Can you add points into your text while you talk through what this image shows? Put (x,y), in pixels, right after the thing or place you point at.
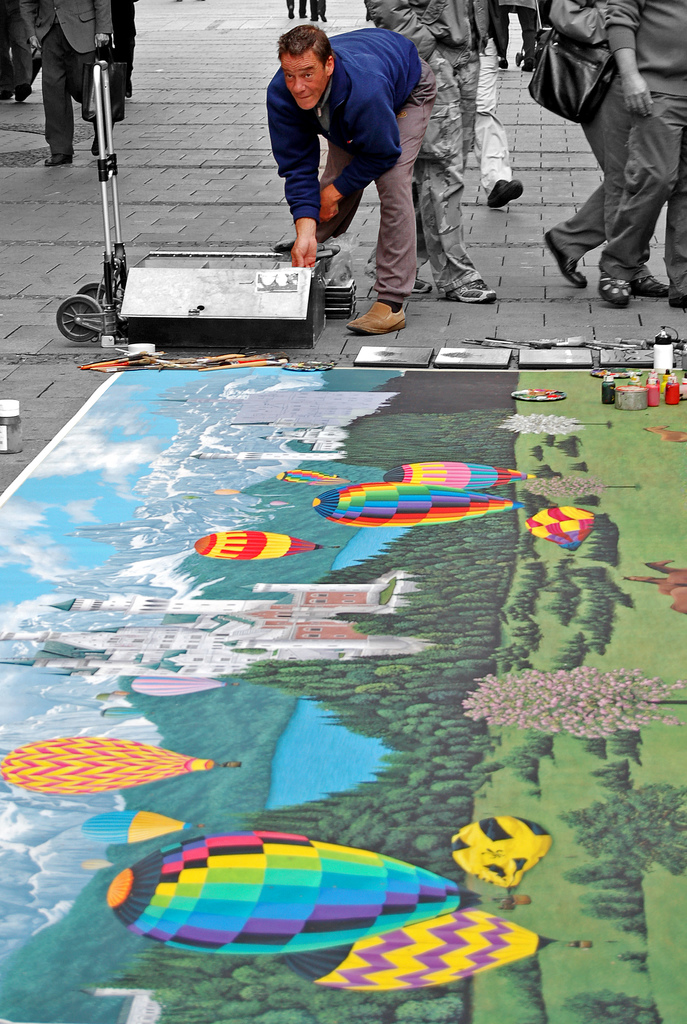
In this picture we can see the painting (331,737) of trees (463,669), water (282,788), hills (31,676), a castle (97,671) and hot air balloons (365,500) on the floor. At the top of the image (360,117), a person (317,155) is standing and other people (74,55) are walking. On the floor (511,334) there are some objects (573,343).
